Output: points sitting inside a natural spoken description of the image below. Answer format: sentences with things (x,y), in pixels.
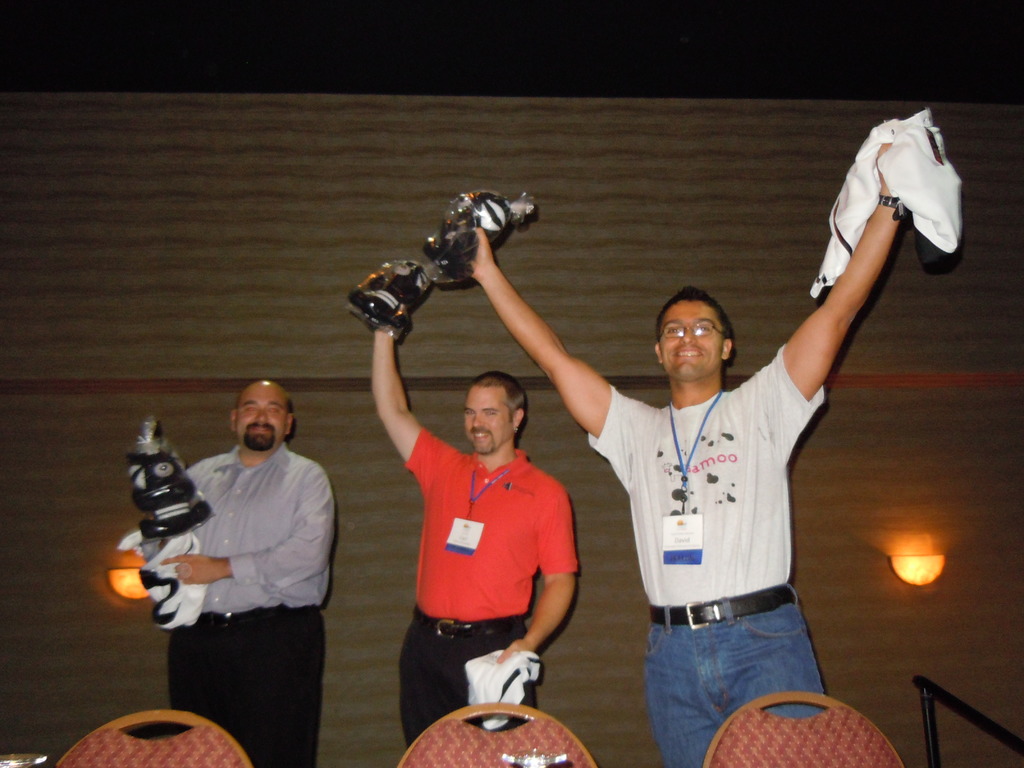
In this image I can see three persons (647,538) standing and they are holding few objects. In front (832,740) I can see three chairs (832,756). In the background (935,562) I can see few lights (906,556).
